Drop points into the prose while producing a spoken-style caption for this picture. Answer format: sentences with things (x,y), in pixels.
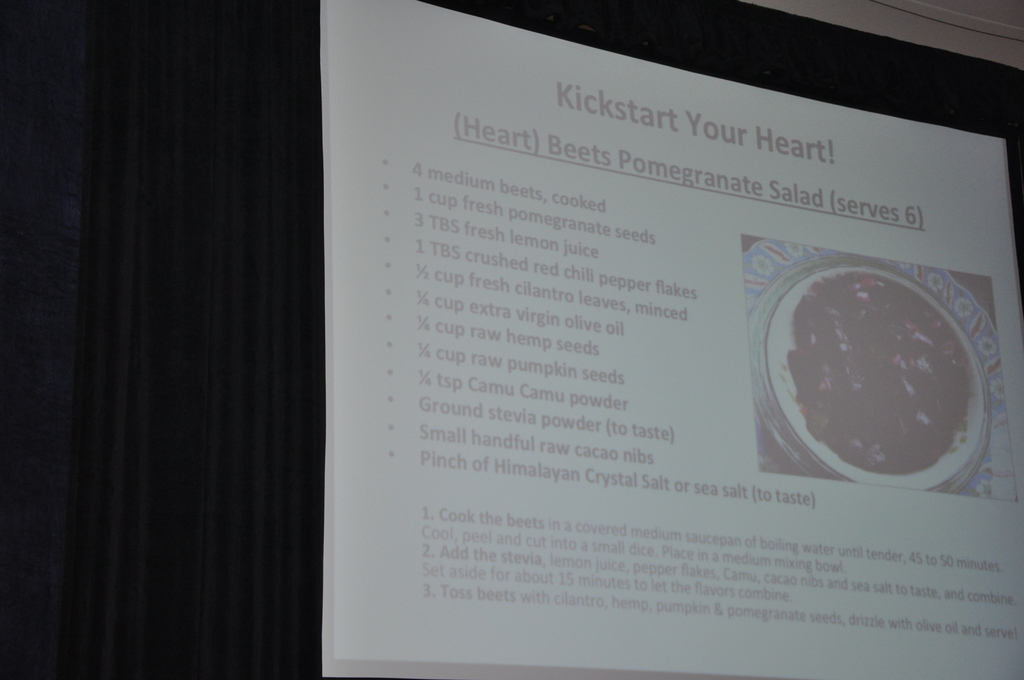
In this image we can see a curtain (198,350) and screen (454,355). We can see an image (933,311) and something is written on the screen (689,493).
